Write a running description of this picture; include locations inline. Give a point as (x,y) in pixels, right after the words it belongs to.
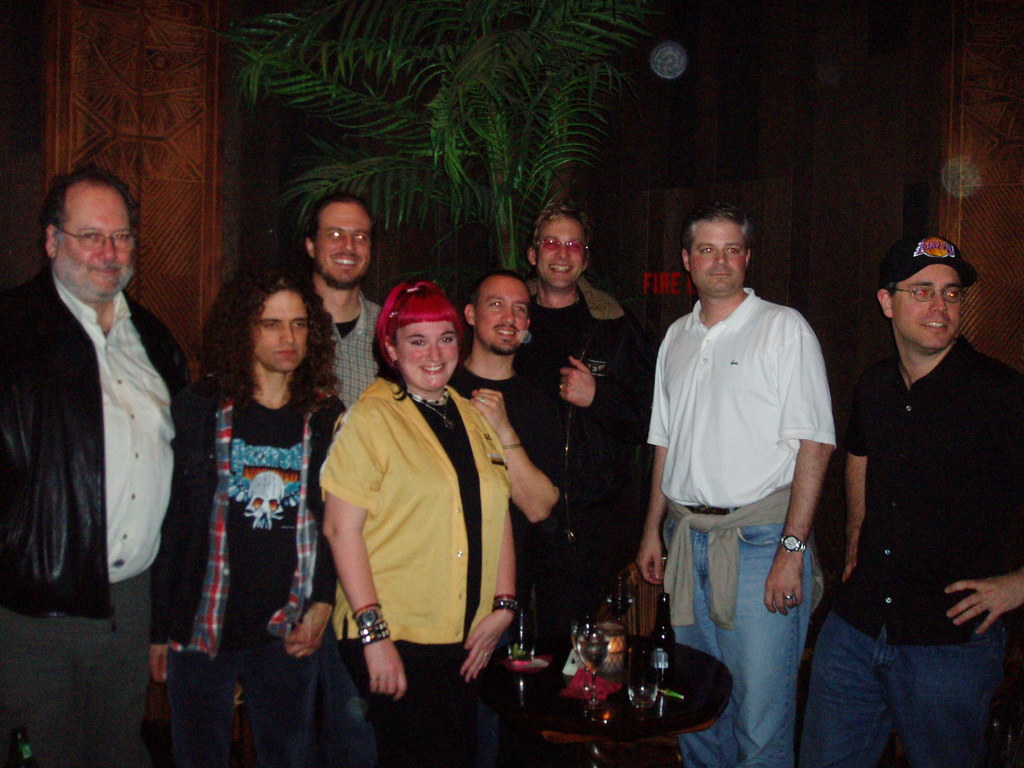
In this image I can see the group of people (451,412) standing and wearing the different color dresses (799,379). I can see one person (899,331) with the cap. These are in-front of the table (572,707). On the table (550,728) I can see the bottles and glasses (590,700). In the background (278,118) I can see the plant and the wooden wall (123,115).
